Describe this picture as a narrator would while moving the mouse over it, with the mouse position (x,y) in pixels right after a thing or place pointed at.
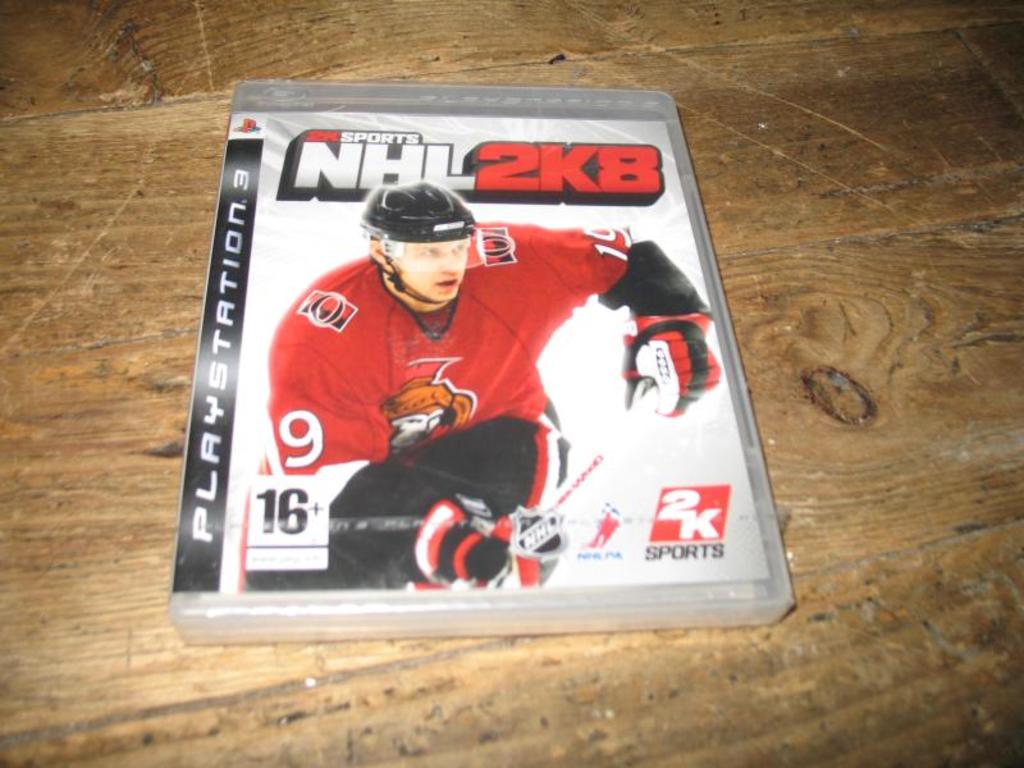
In this image, I think this is a DVD case (671,303). I can see the picture (398,240) of the man (443,383) and letters (569,148). This looks like a wooden board (867,399).
